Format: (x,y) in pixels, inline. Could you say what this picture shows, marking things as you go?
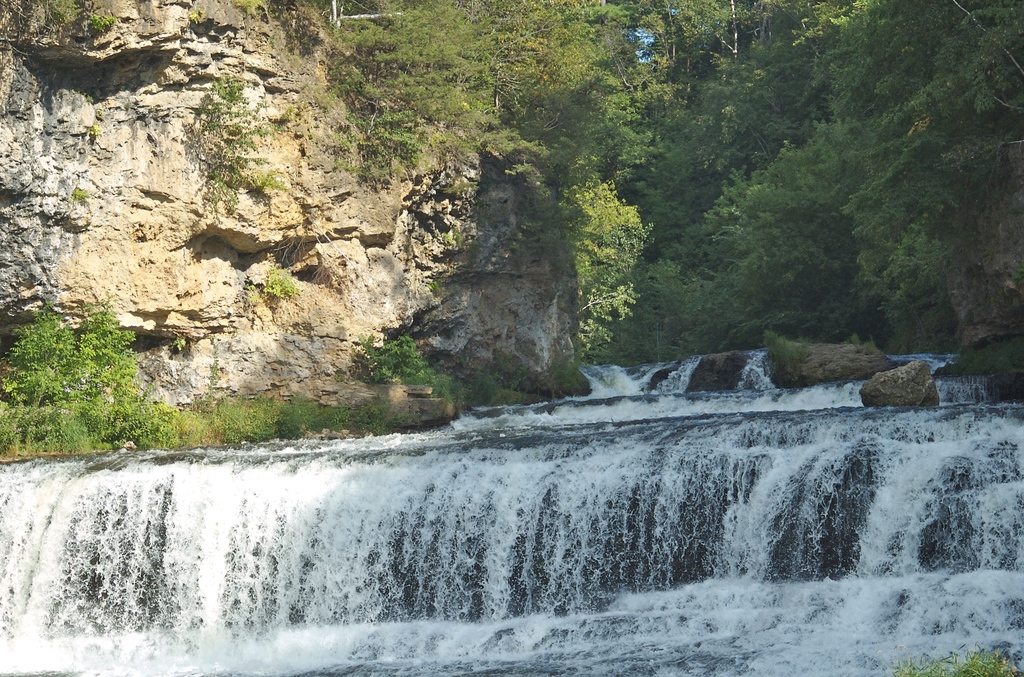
In the picture there is a flowing river (614,415) and in the left side (143,212) there is a hill (373,335) and there are many trees (886,174) around the river (18,536).
